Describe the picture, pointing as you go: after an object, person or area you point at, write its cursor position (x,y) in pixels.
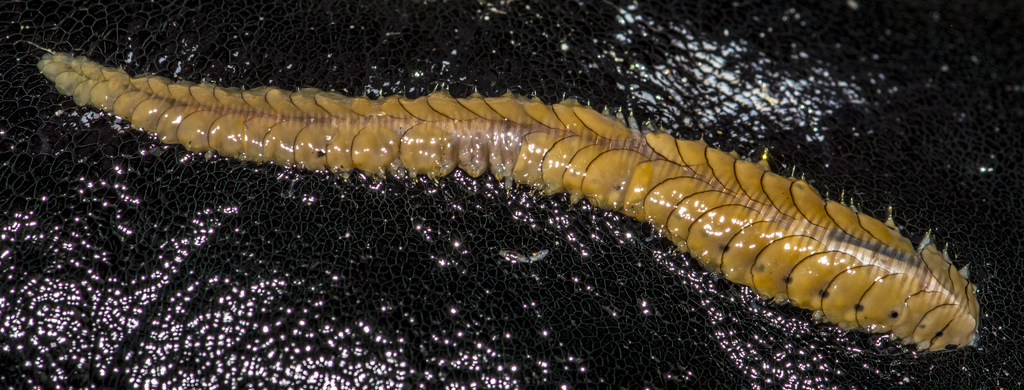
In this image we can see a yellow color insect (548,152) on black surface (375,185).
